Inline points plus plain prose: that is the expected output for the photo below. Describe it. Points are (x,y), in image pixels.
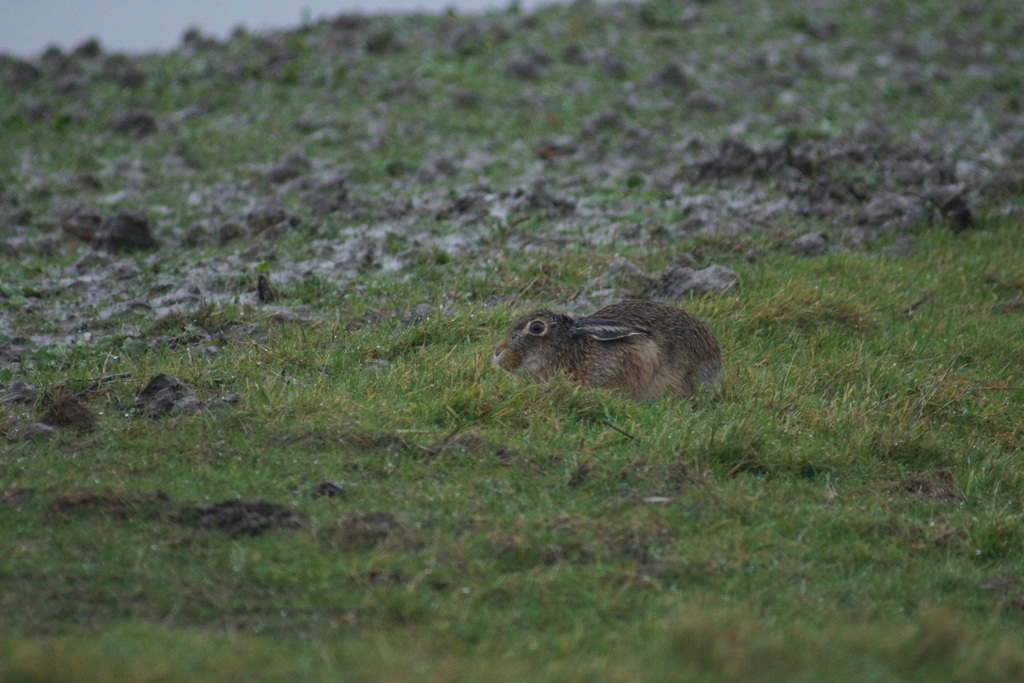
In this picture I can observe an animal (559,334) in the middle of the picture (604,335). It is looking like a rabbit (625,350). I can observe some grass (322,369) on the ground (591,420).
